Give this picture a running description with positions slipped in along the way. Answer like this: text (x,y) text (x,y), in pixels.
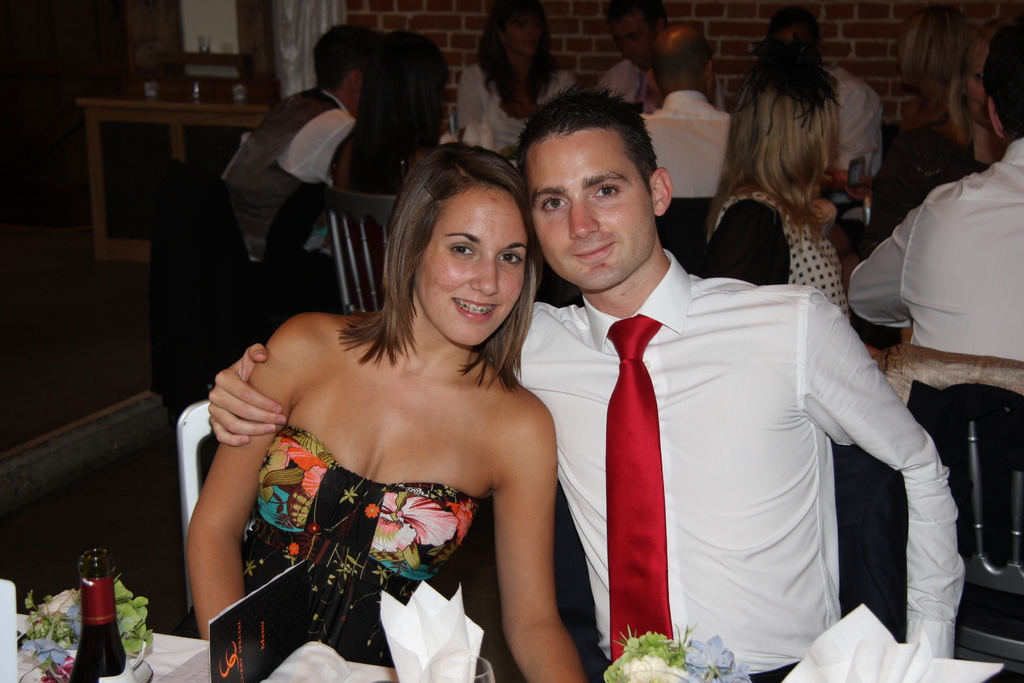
In this image I can see two persons (518,424). The persons (704,398) at right (704,398) wearing white shirt (720,395), red tie (648,438) and the person (320,511) at left (306,468) wearing black dress (324,465), in front (469,628) I can see few papers (425,628), a flower vase (140,641) on the table (160,657), at back (405,130) I can see few other people (394,144) sitting on chair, wall (408,27) in brown color, at left (289,38) I can see a curtain (289,42) in white color and table (234,103) in brown color.
